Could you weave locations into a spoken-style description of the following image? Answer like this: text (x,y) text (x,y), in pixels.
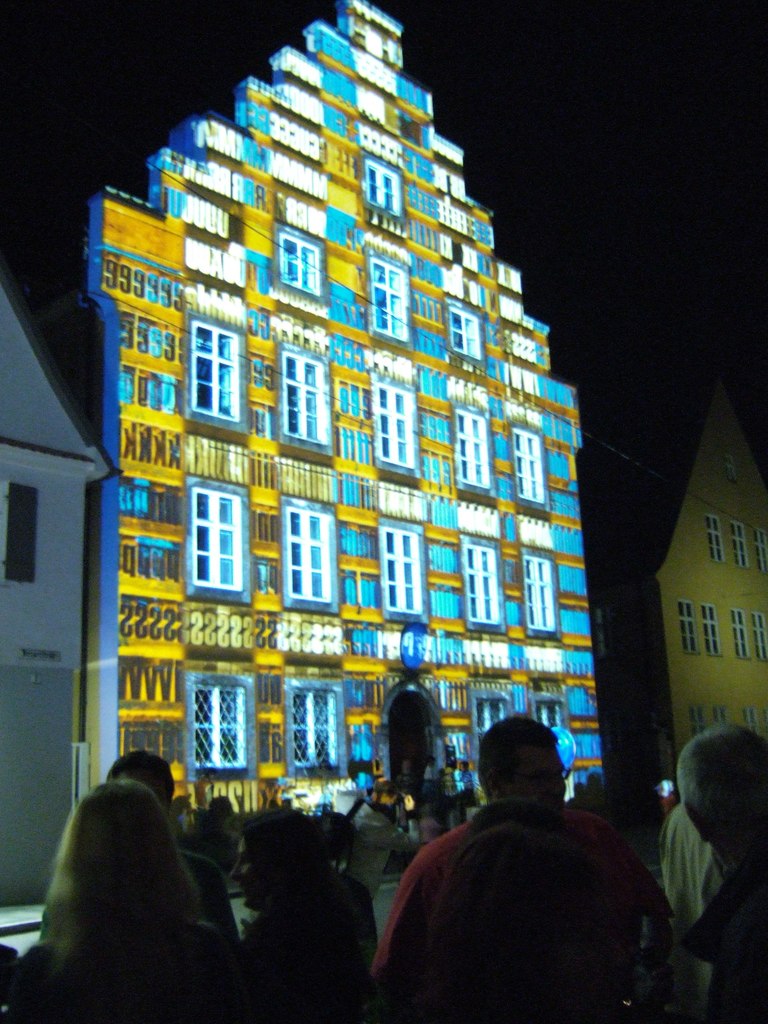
In this image I can see the group of people (482,903) with different color dresses (350,896). In the background (290,558) I can see many buildings (258,570) with windows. And there is a black background (165,15).
